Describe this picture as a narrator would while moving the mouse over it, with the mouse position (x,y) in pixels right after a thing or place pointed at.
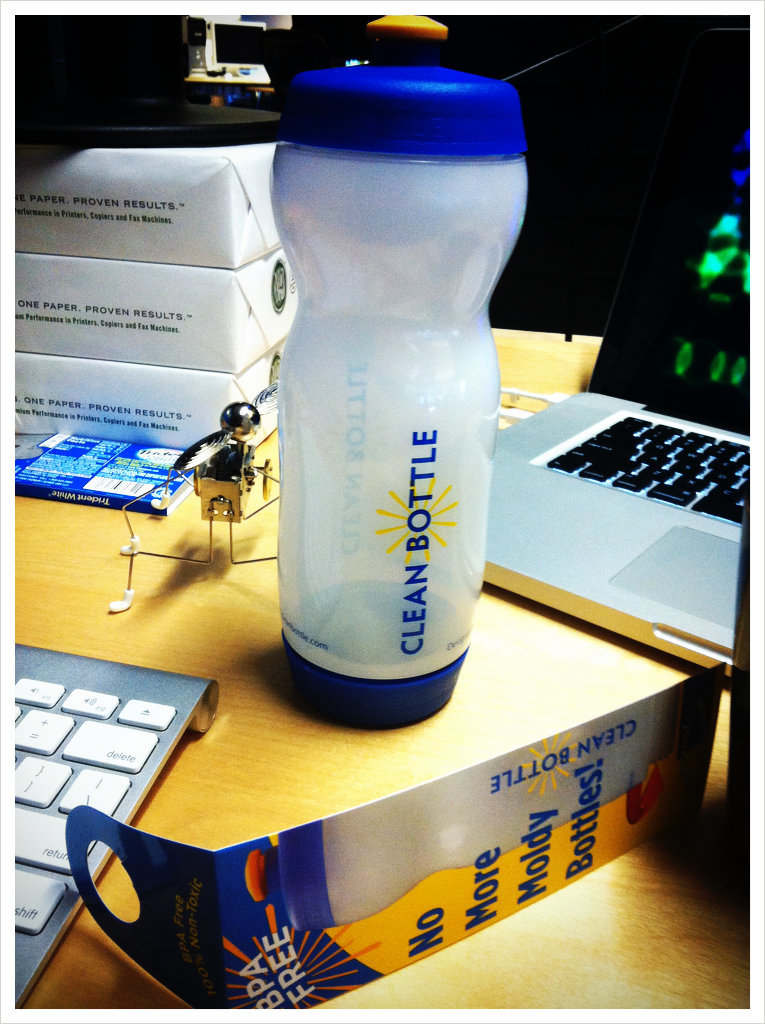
In this image I can see a bottle (426,407), a laptop (540,456) and a keyboard (96,792). I can also see few more stuffs (194,430) over here.
